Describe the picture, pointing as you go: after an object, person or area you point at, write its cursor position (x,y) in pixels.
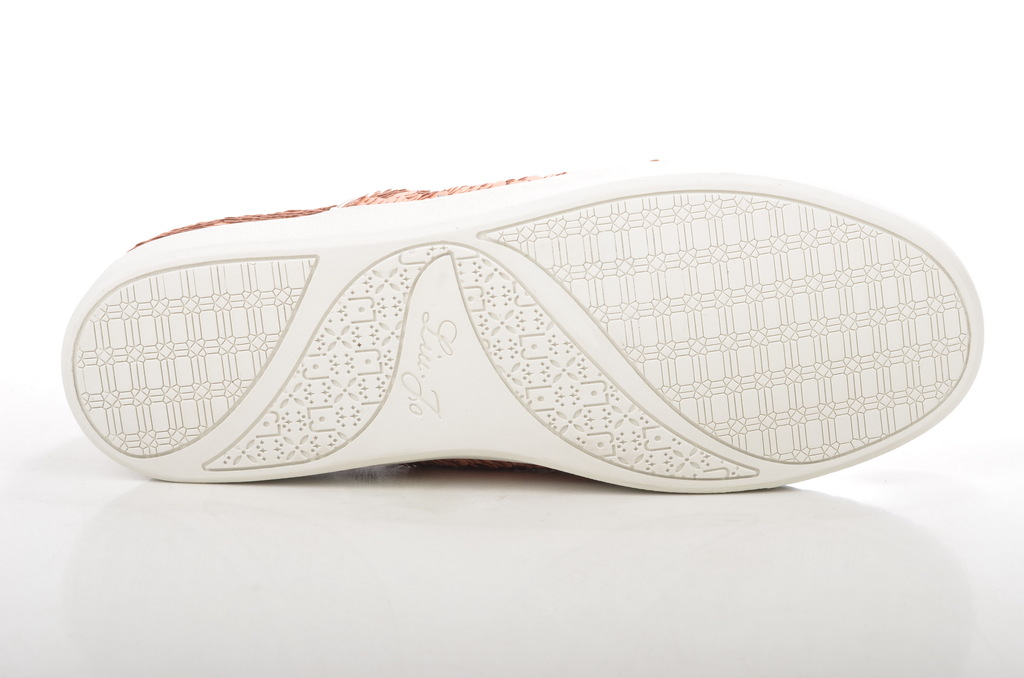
In this image I can see the shoe (231,308) which is in white and brown color. And I can see something is written on it. The shoe (434,424) is on the white color surface (580,540).
